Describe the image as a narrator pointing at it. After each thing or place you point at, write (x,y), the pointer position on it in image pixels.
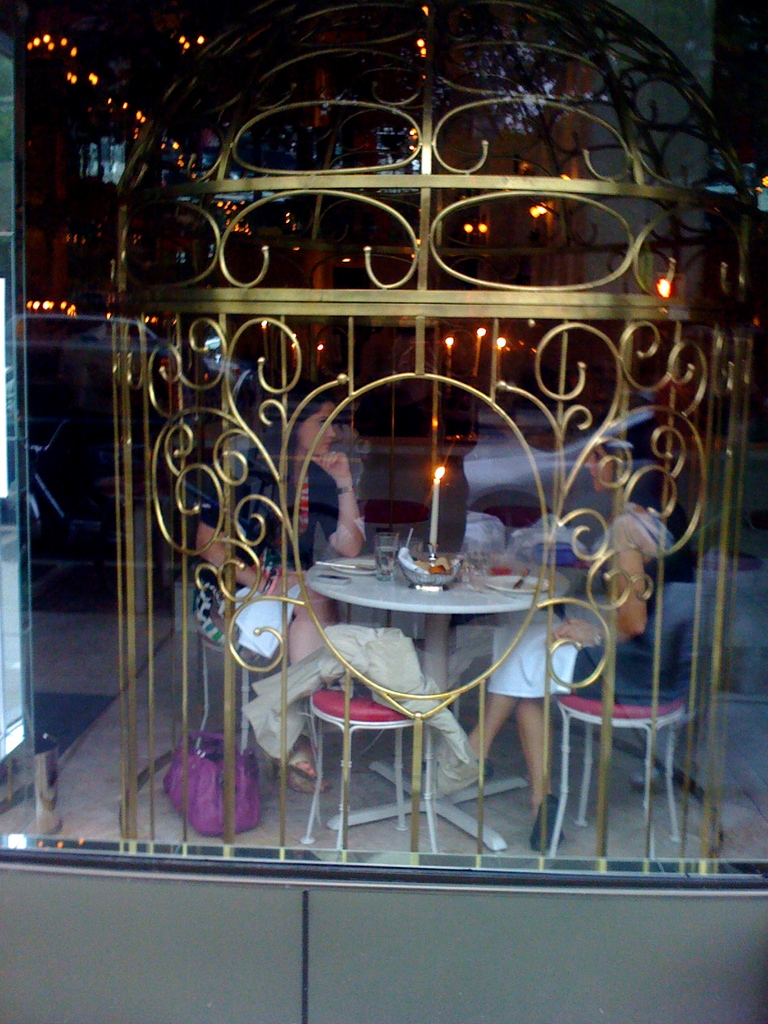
We can see glass (269,556), from this glass (441,667) we can see two persons (494,677) are sitting on the chair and we can see candle (434,531), glass (389,544), bowl (445,575), plate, food (443,560) on the table (408,598). This is floor (101,676).
